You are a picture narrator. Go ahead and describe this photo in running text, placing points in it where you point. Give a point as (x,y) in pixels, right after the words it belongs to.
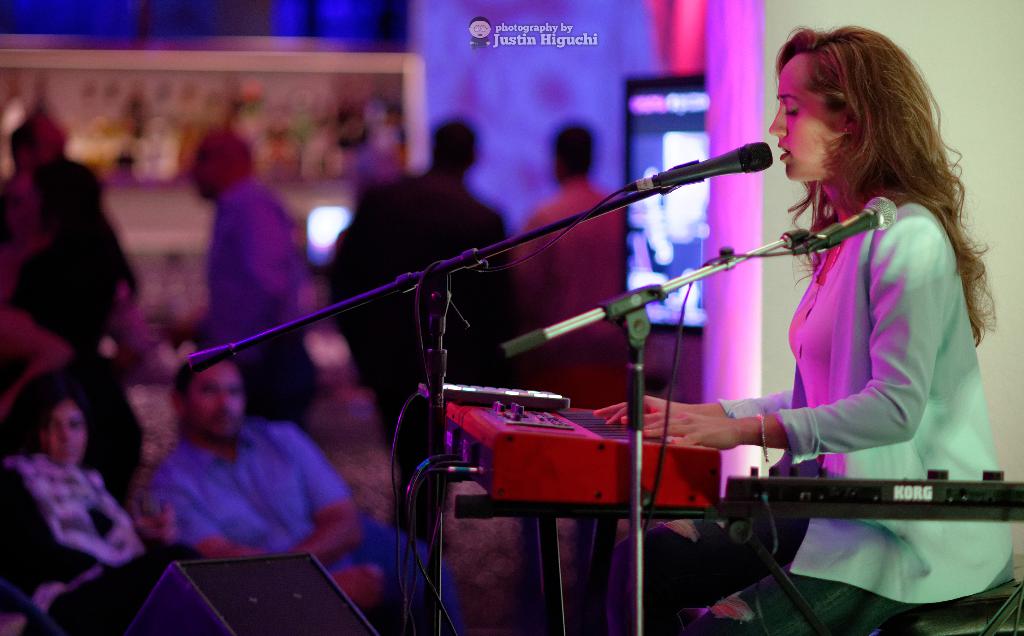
On the right side of the image (864,177) a lady (816,272) is sitting and playing keyboard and singing. In-front of her we can see mics (753,161). On the left side of the image (255,428) we can see two persons (203,469) are sitting. At the bottom of the image (262,599) there is a speaker (253,604). In the background of the image (352,247) we can see some persons (56,127), wall (617,137), screen (676,128), shelves (165,102), bottles (386,119), lights (697,62), pillar (729,102).
